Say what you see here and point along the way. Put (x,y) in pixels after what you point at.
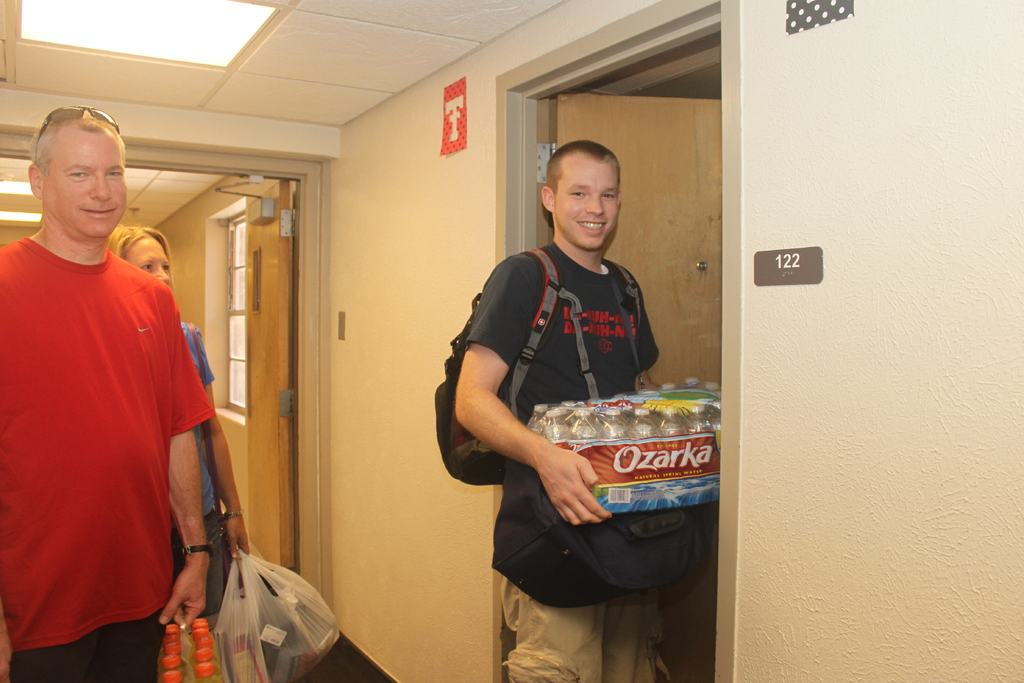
In this image I can see three persons (152,306) are standing. On the right side of this image (693,402) I can see one man (495,418) is holding number of bottles (646,491) and he is carrying a bag (505,543). On the left side (202,373) I can see two persons (208,580) are holding few carry bags (226,612). I can also see few doors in the background (280,330) and on the top left side of this image (6,212) I can see few lights (46,16) on the ceiling (334,15). I can also see few boards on the wall (805,124).
